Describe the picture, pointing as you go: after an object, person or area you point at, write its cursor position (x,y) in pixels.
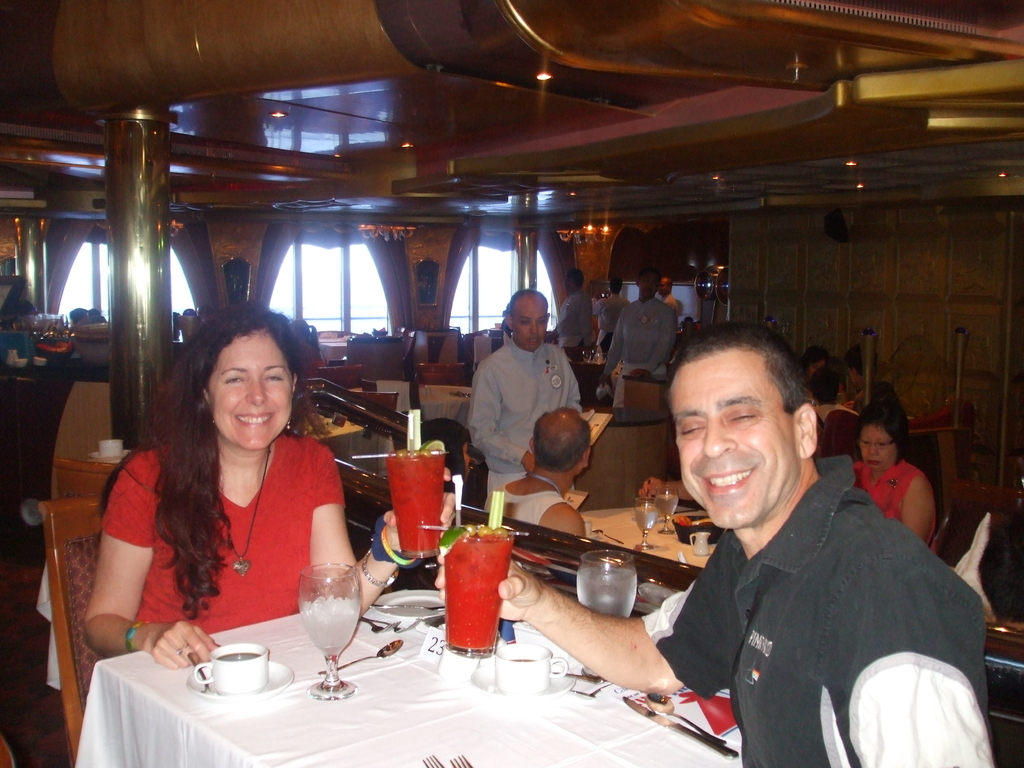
In this image we can see some group of persons (781,605) sitting around the tables (184,710) in a restaurant (357,379), at the foreground of the image (342,517) there are two persons (199,502) wearing red and black color dress (217,600) sitting on chairs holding two drinks (420,555) in their hands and there are some spoons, forks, glasses (340,594), coffee cup (259,678) on table (461,721) and at the background of the image (275,261) there are some persons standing and there are windows (383,281) and curtains (278,243).
